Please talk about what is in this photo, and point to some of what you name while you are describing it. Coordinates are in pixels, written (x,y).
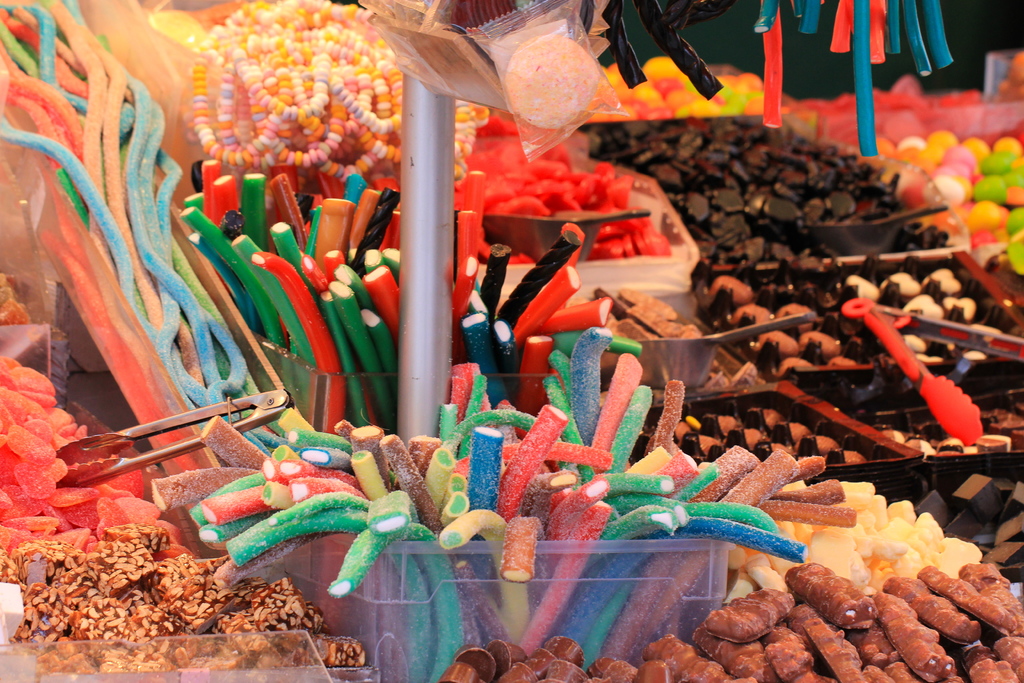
In this image, we can see candies (221,105) and there are some sugar candies (81,162), holders (600,216), trays (739,272) and we can see a stand (431,239).
